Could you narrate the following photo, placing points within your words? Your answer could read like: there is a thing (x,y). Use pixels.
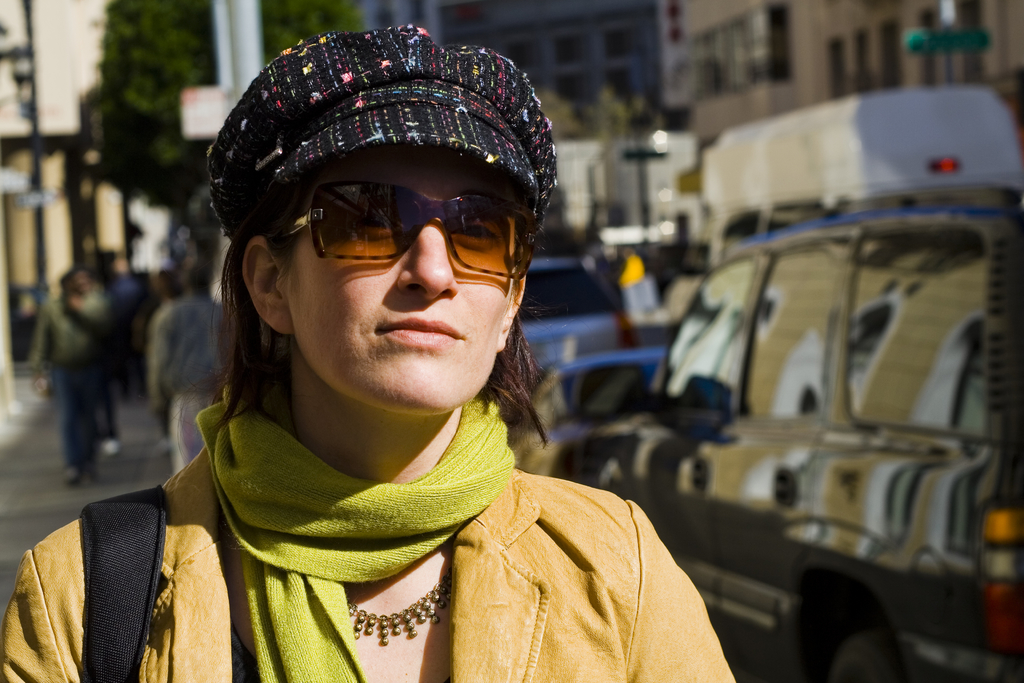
In this image we can see a person (353,382) wearing cap (352,74), scarf (328,491) and a bag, behind her there are some vehicles (838,390), buildings (805,47), and trees (163,58), there is a signal light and a pole (251,65), we can see few persons (156,375) walking on the road (158,435).
